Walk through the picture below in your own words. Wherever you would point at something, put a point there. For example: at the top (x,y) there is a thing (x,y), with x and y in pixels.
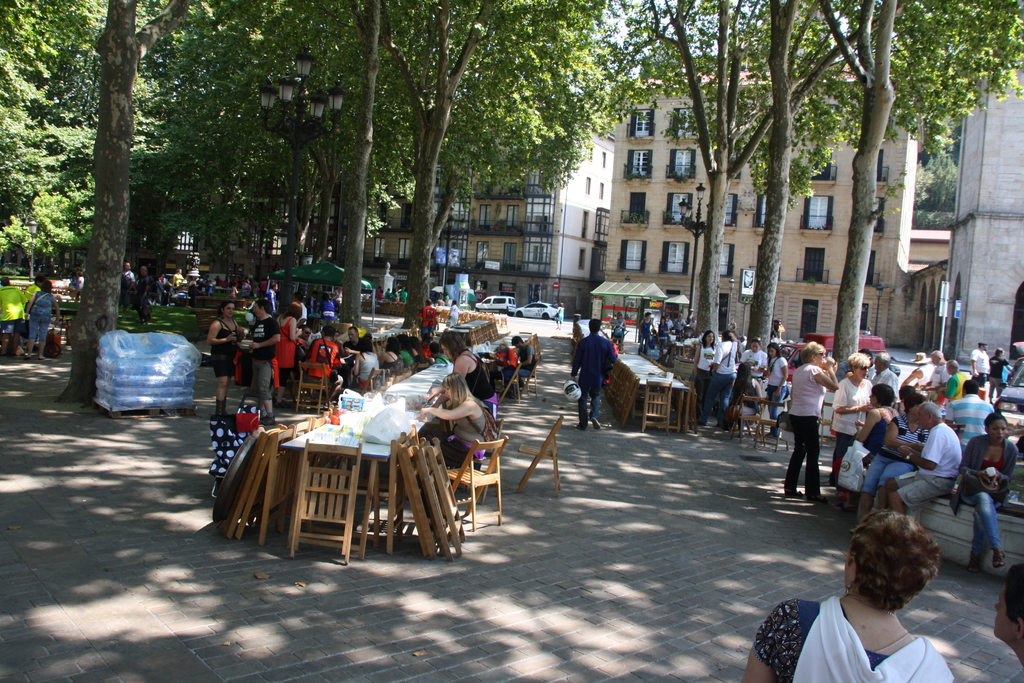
In the image we can see there are people (493,426) who are sitting on chairs (475,483) and few people (815,430) are standing on the road (725,506) and behind them there are lot of trees (260,47) and buildings (558,187).
